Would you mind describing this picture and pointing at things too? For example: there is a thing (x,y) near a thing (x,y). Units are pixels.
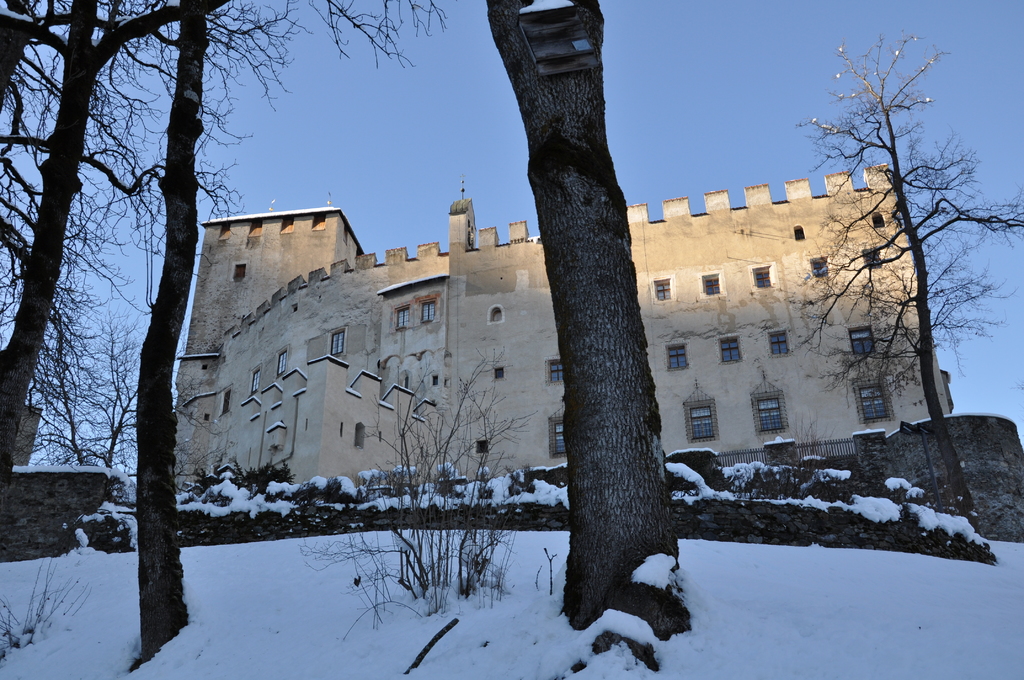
In this picture we can see snow (433,620) at the bottom (271,615), there are some trees (602,505) in the middle (618,443), in the background (524,365) there is a building (503,342), we can see windows (761,270) of this building (651,307), there is the sky (749,72) at the top of the picture (632,56).
